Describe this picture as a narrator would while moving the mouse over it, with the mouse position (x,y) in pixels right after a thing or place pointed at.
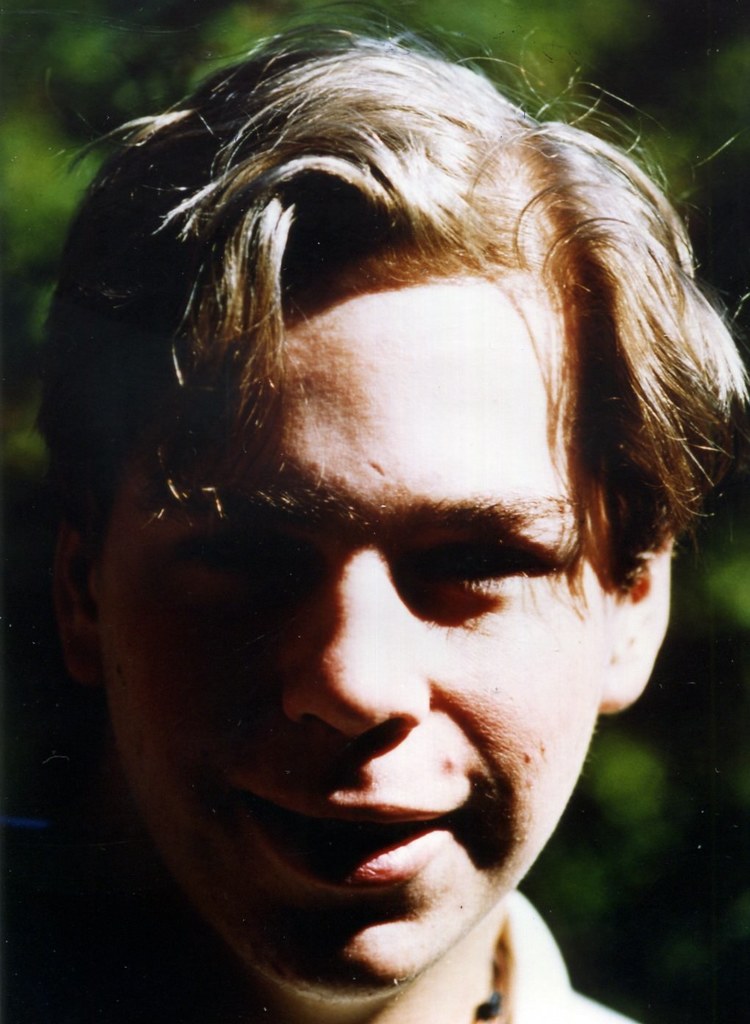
In this picture we can see the close view of the boy face (434,598), smiling and giving a pose to the camera. Behind there is a green blur background (685,90).
